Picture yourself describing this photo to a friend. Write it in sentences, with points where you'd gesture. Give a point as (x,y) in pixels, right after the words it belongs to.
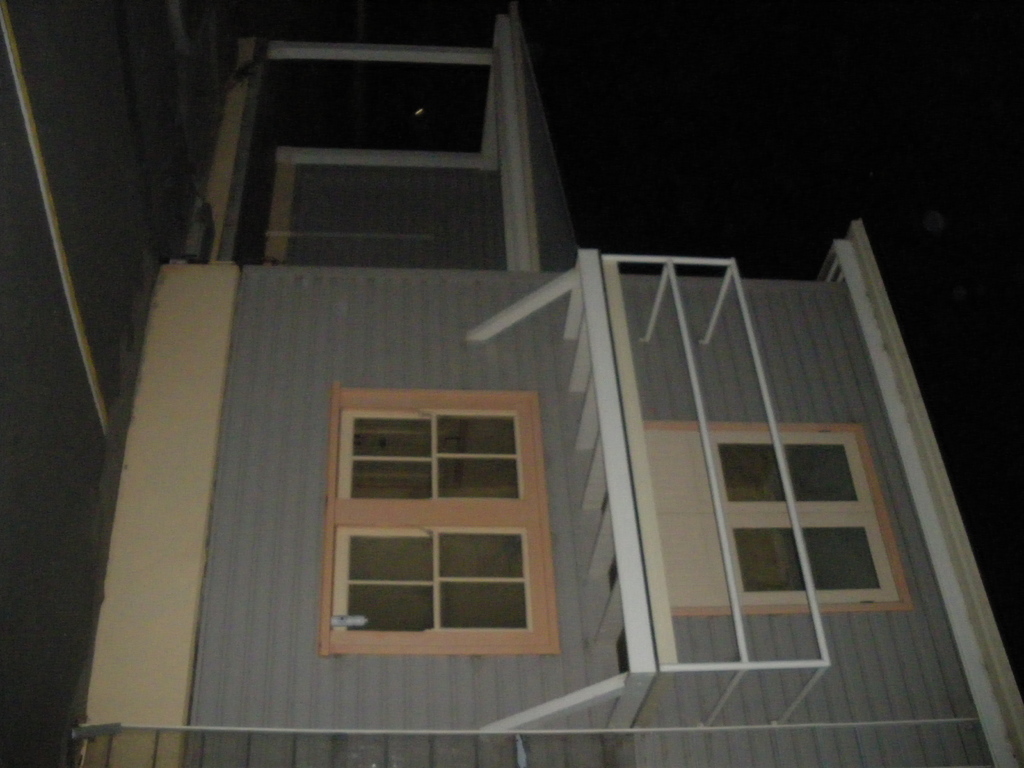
In this image there is a building (544,455) towards the bottom of the image (598,601), there is a wall (321,304), there are windows (747,532), there is road (93,462) towards the left of the image (55,388), the background of the image (819,125) is dark.
